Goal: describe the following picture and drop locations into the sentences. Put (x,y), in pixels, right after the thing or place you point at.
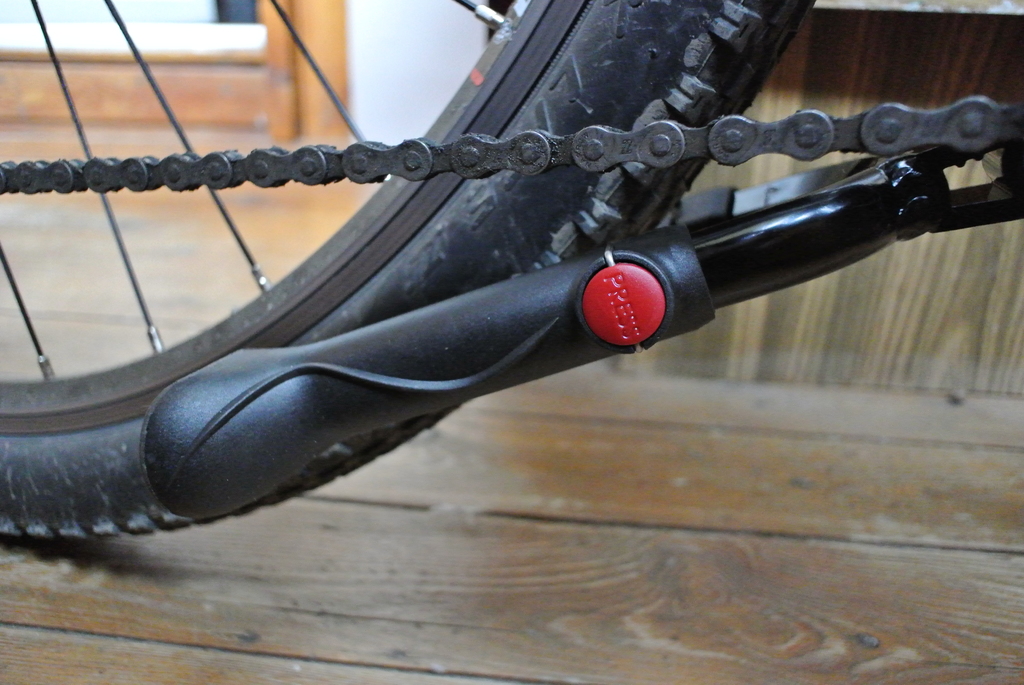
In this image there is a bicycle (475,150). At the bottom (271,598) we can see a floor (501,567). In the background (425,90) there is a wall (425,90).
